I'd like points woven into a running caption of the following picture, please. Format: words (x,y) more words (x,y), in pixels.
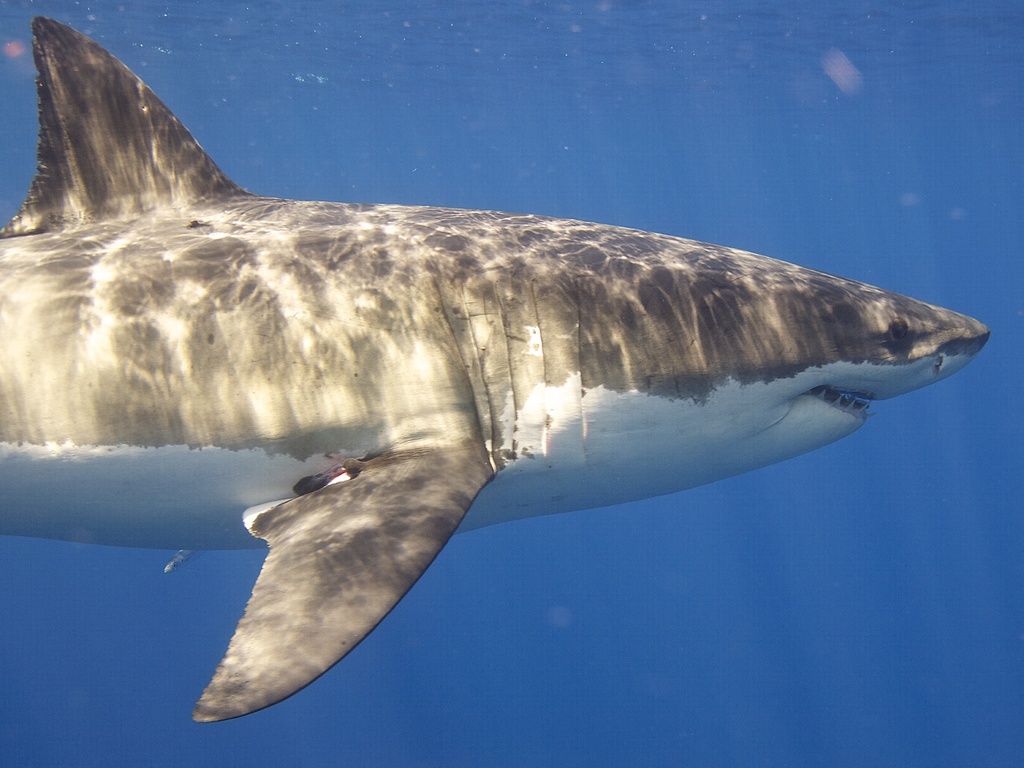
In this image there is the water (627,614), there is a shark (211,371) truncated towards the left of the image (77,397), the background of the image (830,117) is blue in color.
